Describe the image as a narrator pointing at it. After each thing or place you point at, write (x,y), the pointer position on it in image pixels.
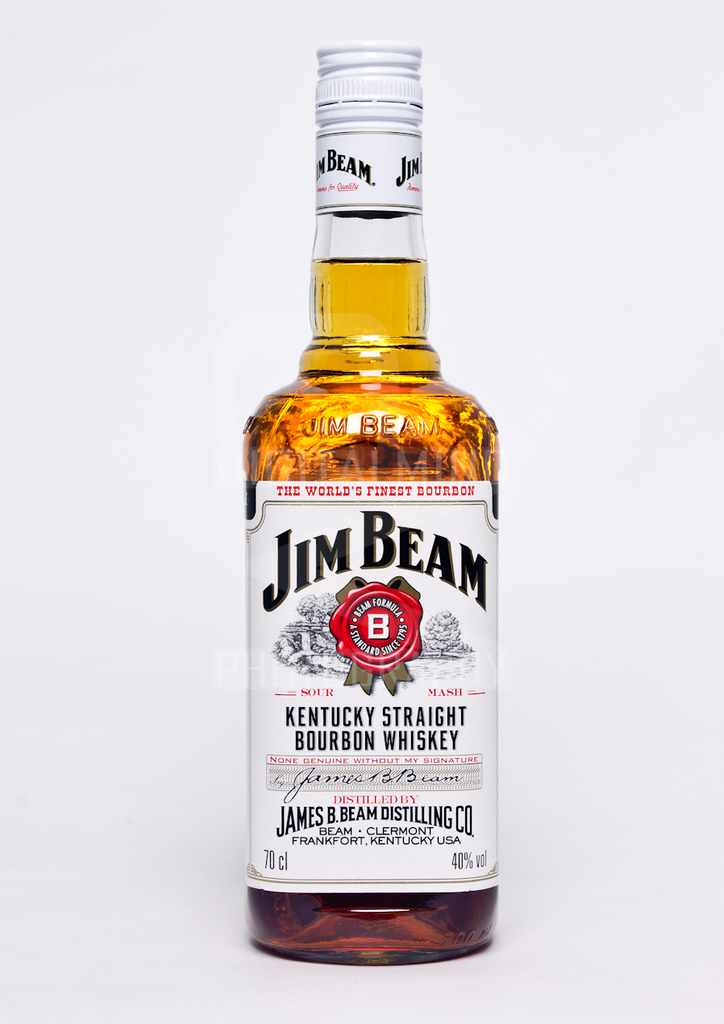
In the picture we can see a whiskey bottle (470,465) with whiskey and it is with the white sticker (421,514) on it and named as JIM BEAM and cap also is white in color.
